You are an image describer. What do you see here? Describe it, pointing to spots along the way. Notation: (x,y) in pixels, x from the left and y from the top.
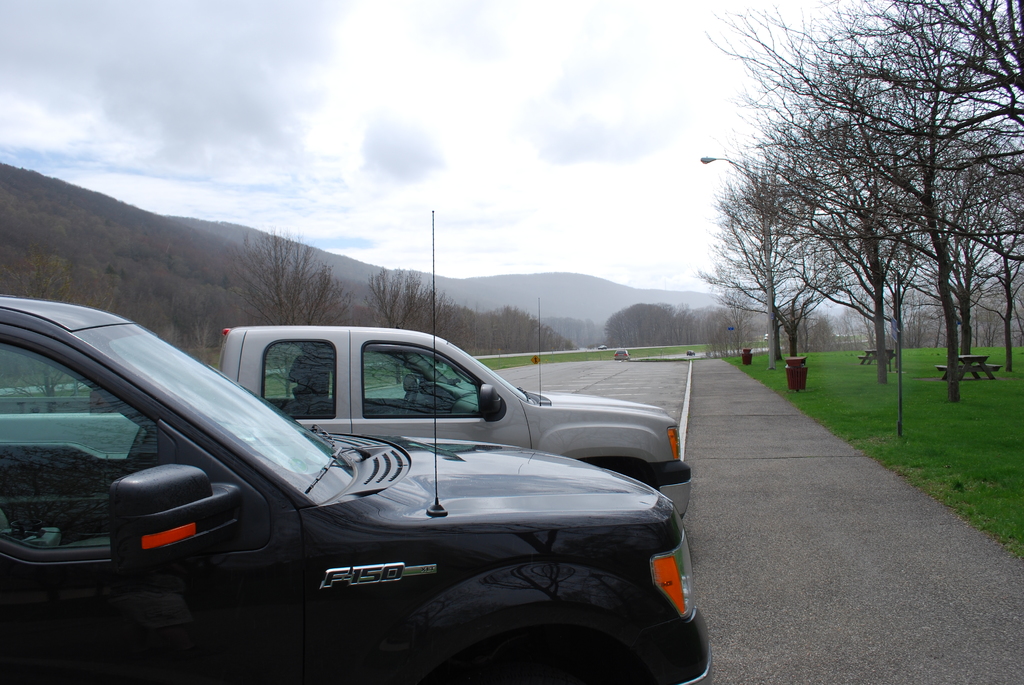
In this image we can see two cars (628,498) on the road (763,608). On the right side of the image (835,329), we can see trees (932,309), grassy land (909,380) and benches (978,369). In the background (79,295), we can see dry trees (23,274) and mountains (584,284). At the top of the image (161,140), we can see the sky (158,49) covered with clouds (185,95).
